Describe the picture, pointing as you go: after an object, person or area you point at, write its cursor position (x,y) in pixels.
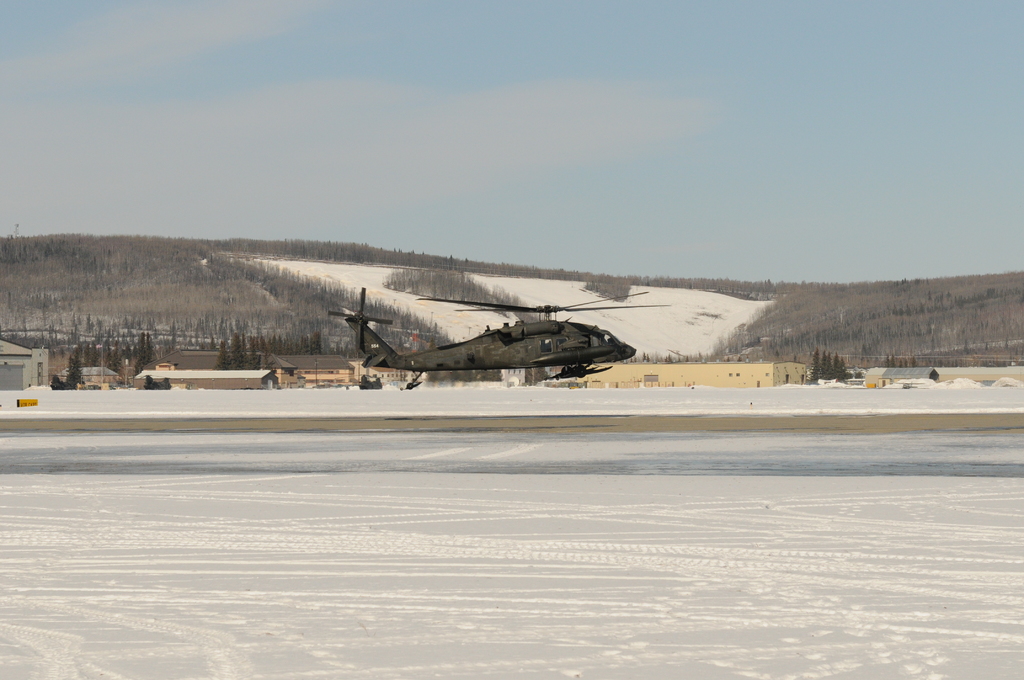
At the bottom of the image (211,502) there is snow (868,435) on the ground (299,494). And there is a helicopter (516,339) in the air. Behind the helicopter (537,361) there are buildings (198,379) with roofs (175,353) and walls (334,374). And also there are trees (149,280). In the background (364,254) there is a hill (205,248) with trees (869,319). At the top of the image (228,174) there is a sky (847,97).
